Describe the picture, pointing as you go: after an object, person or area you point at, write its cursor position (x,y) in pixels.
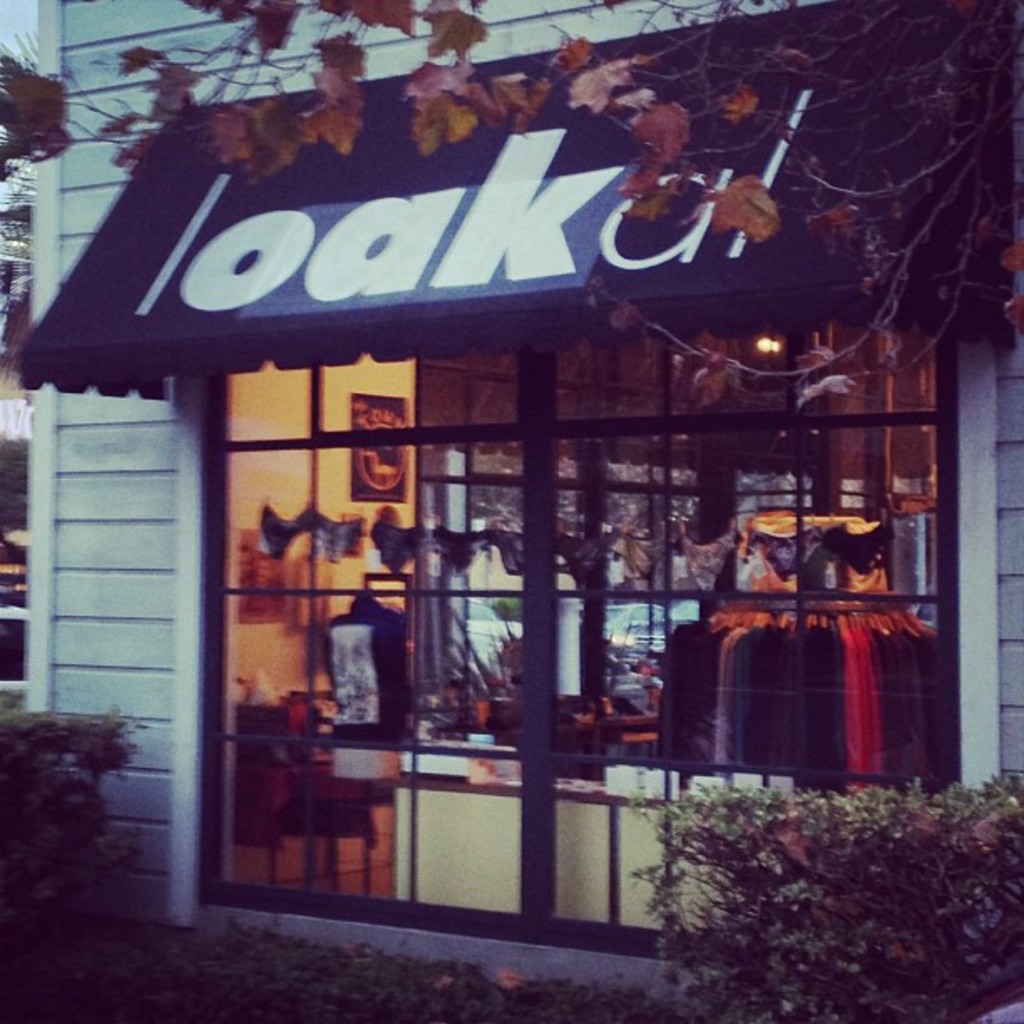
In this image there is a store (409,391), branches (647,149), leaves (489,96), plants (840,911), clothes (844,650), glass window (578,491), lights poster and objects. Poster (368,466) is on the wall (243,405). Something is written on the black object (161,208).
